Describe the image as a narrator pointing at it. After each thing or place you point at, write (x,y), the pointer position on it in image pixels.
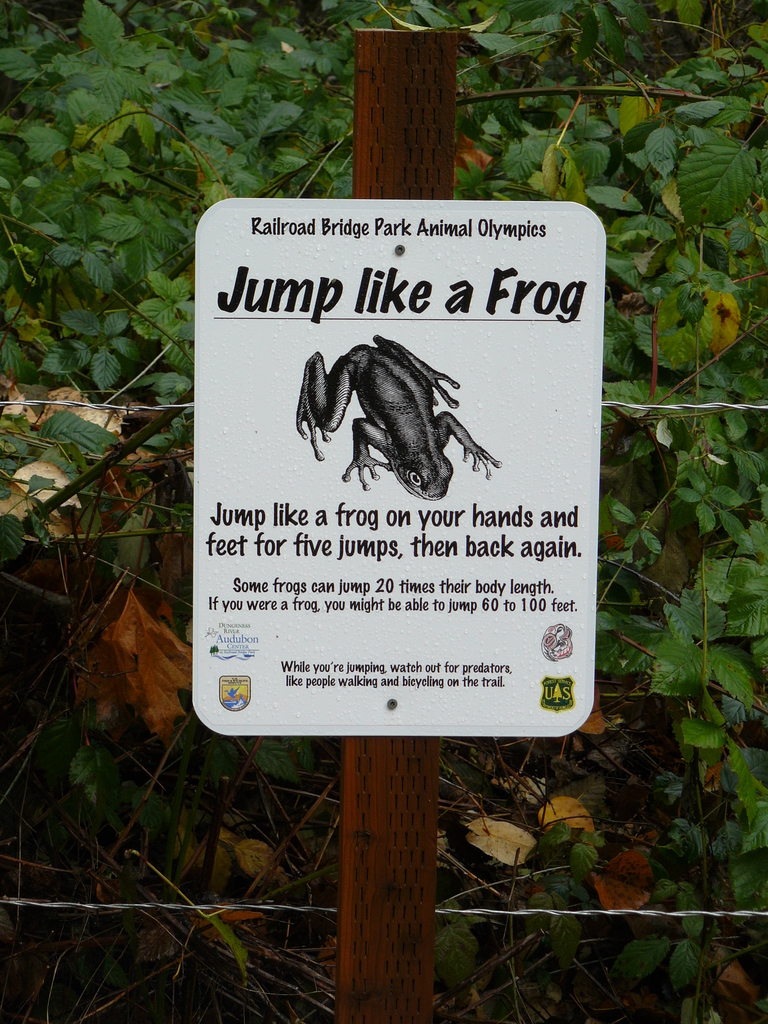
In the picture we can see a wooden pole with wires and a board (203,379) to it and on it we can see written as jump like a frog and under it we can see a frog symbol (398,348) and behind the board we can see plants (75,66).
